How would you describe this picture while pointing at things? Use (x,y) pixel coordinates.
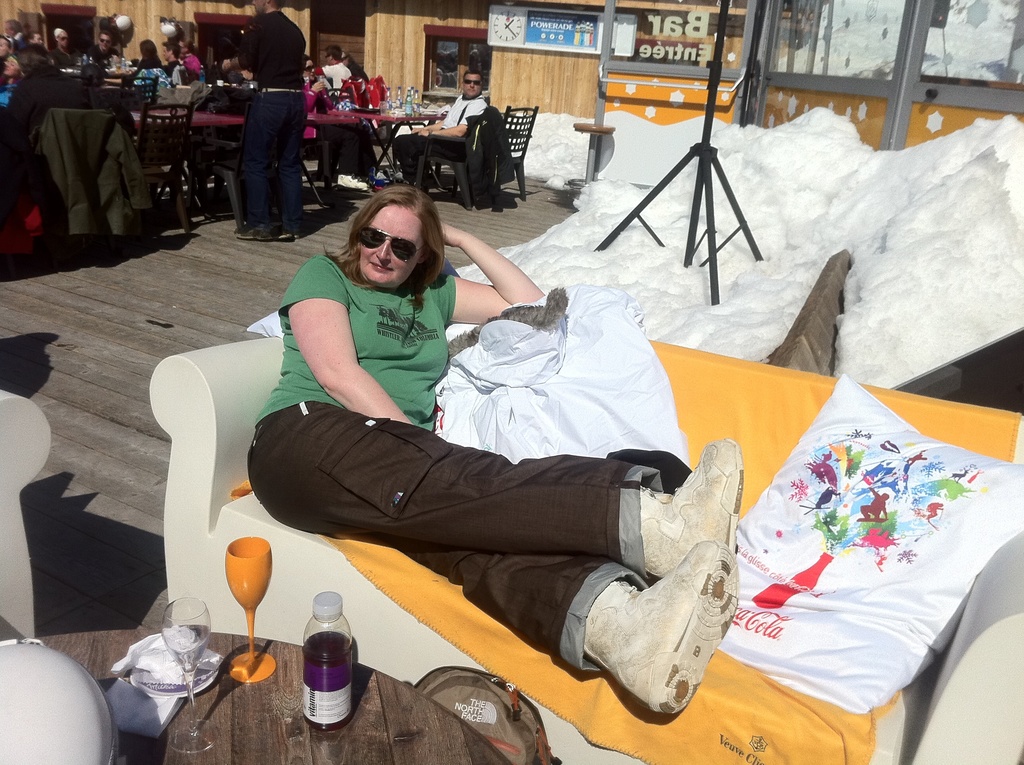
In this image a lady (356,444) is sitting on a sofa (389,628) wearing green t-shirt (398,312), black pant (369,433) and sunglasses (398,258). In front of her on a table (252,708) there are bottle (316,668), glasses (235,595) and few other things (116,682). In the background (460,123) few people (446,122) are sitting on chairs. There are many tables (207,124) over here. On the table (344,108) there are bottles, packets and few other things (227,84). In the top right (765,238) there is snow (741,251). Here there is a tripod stand (706,134). In the background (739,115) there are buildings (345,4).
